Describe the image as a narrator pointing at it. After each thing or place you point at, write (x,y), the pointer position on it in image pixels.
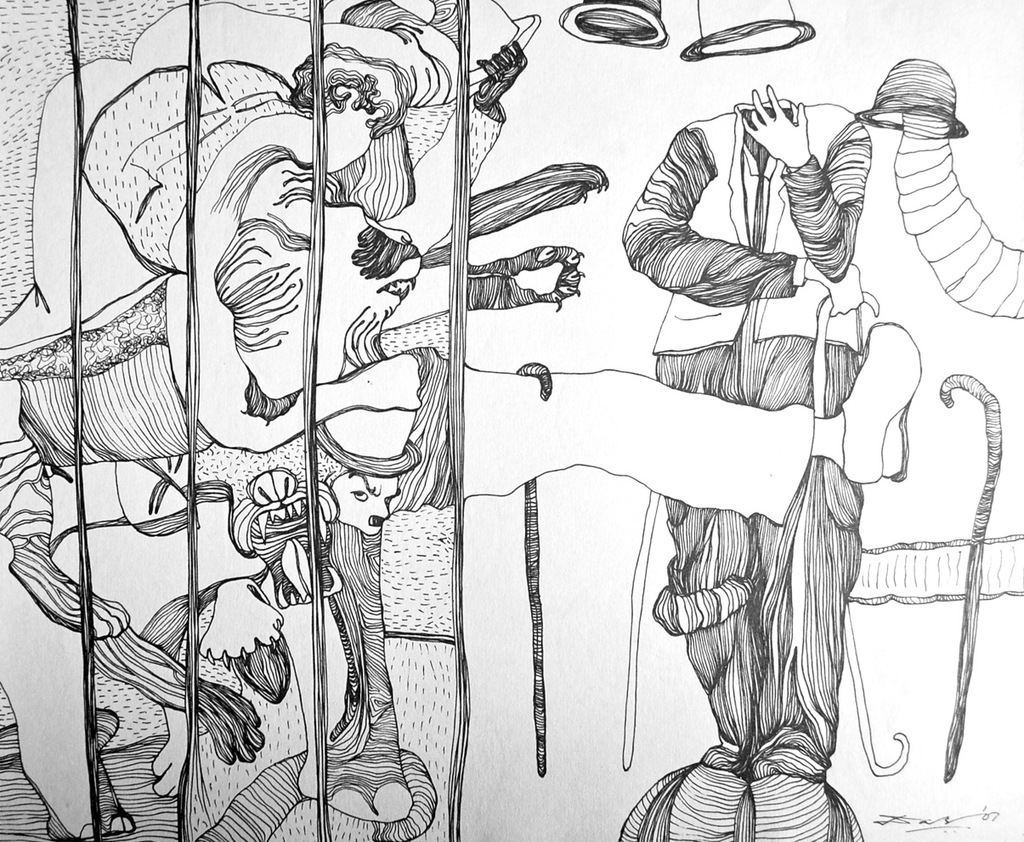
In the image there is a sketch (550,336) of different structures (569,390).
